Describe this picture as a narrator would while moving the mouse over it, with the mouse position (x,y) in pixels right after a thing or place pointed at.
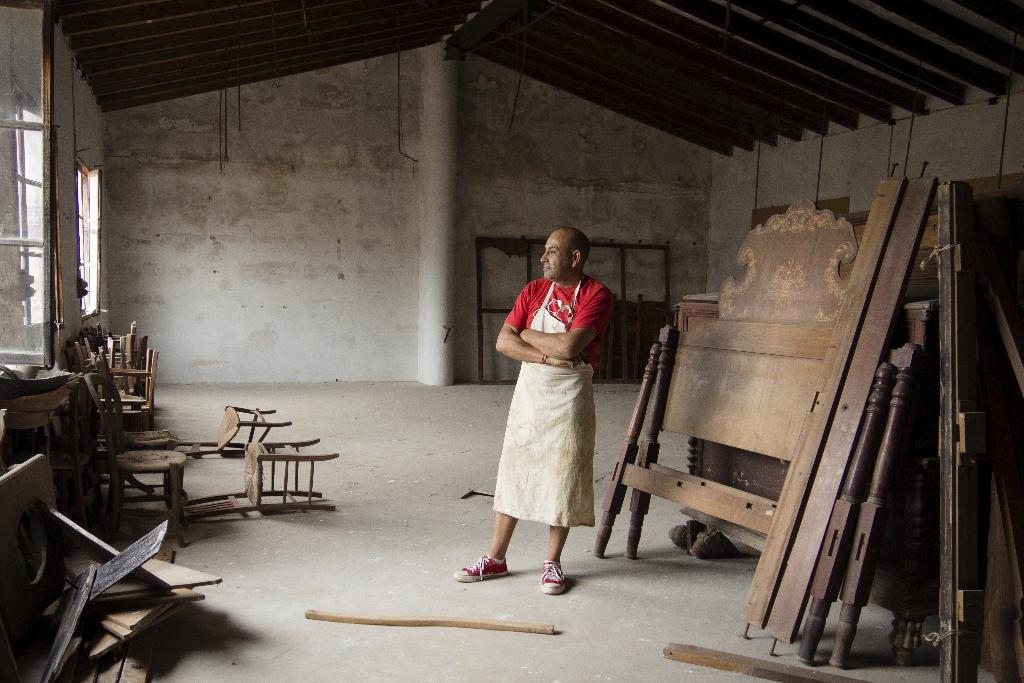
In the image there is a person (568,308) in red t-shirt (579,297) and apron (543,442) and red shoe (562,583) standing inside a building (699,67) with worn furniture (844,602) on either of it, there are windows (37,320) on the left side wall (75,247).
